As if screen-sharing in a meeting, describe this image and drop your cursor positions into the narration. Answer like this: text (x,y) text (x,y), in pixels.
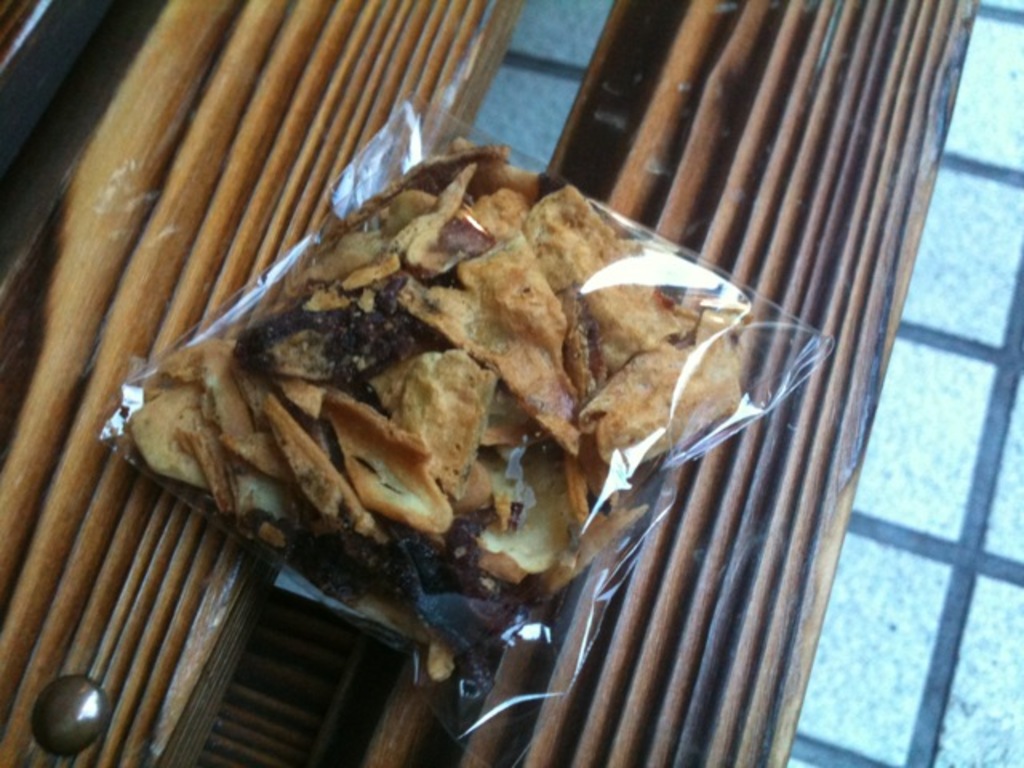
In this image we can see a food packet (508,363) is placed on the wooden surface (789,121). There is a table (767,178) in the image.
